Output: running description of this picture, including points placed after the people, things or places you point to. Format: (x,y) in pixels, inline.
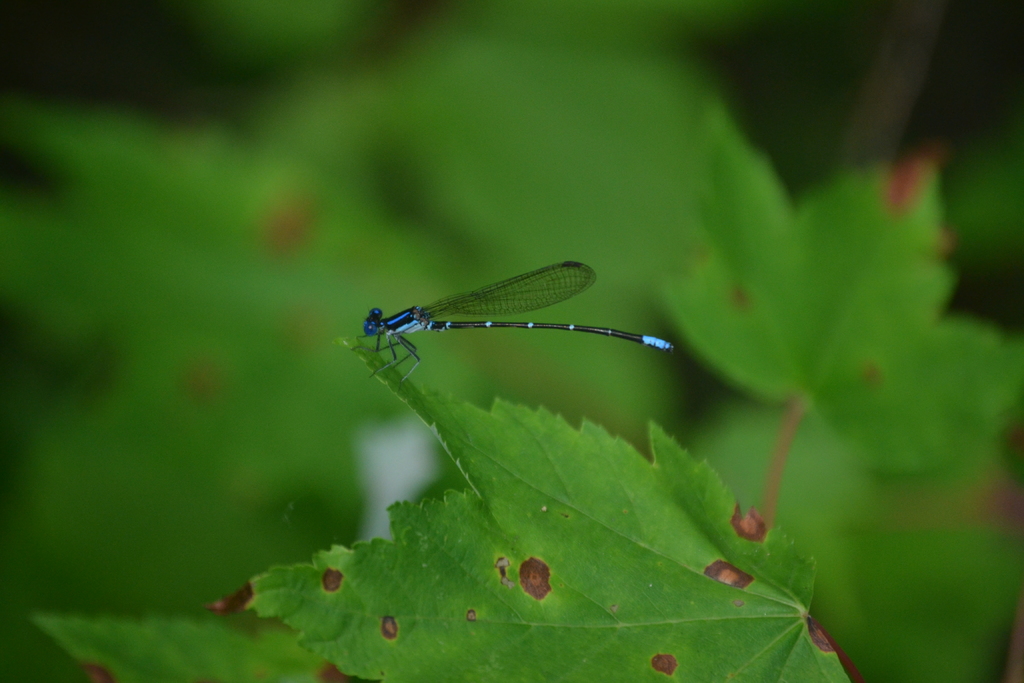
In the middle of this image (432,314), there is an insect (432,314) having wings (432,314), a tail (508,326) and legs (377,349) and standing on an edge (359,350) of a green color leaf (592,492). And the background (863,139) is blurred.
